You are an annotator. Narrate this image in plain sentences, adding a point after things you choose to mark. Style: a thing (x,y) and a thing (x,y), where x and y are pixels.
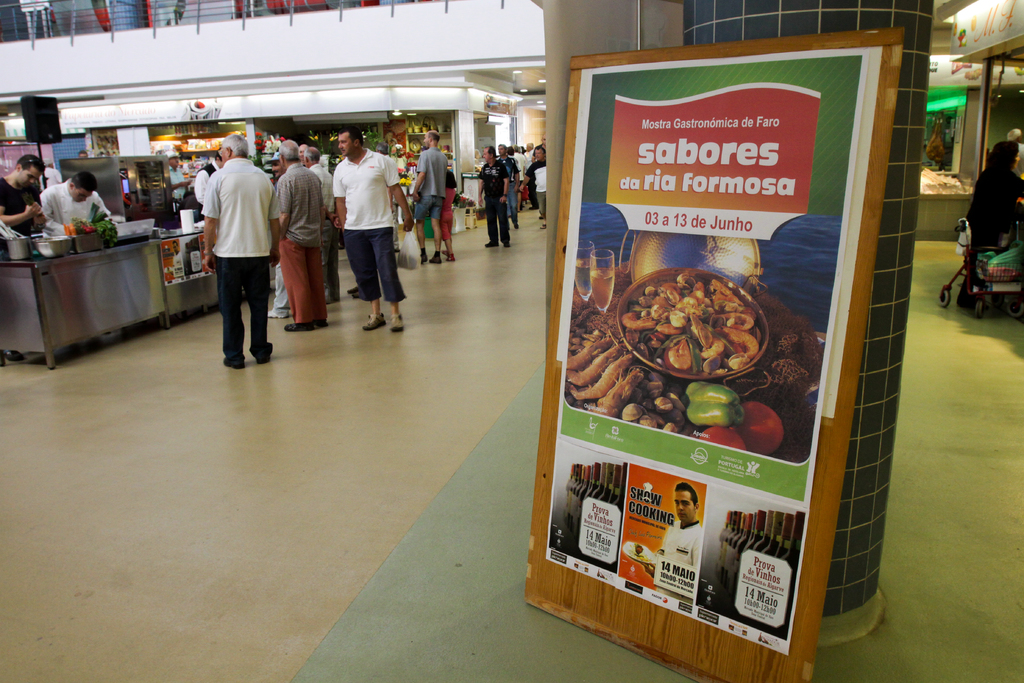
In this picture I can observe some people (266,207) standing on the floor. On the right side (732,184) I can observe advertisement board (633,267). In the background (412,141) I can observe stalls (180,139).
